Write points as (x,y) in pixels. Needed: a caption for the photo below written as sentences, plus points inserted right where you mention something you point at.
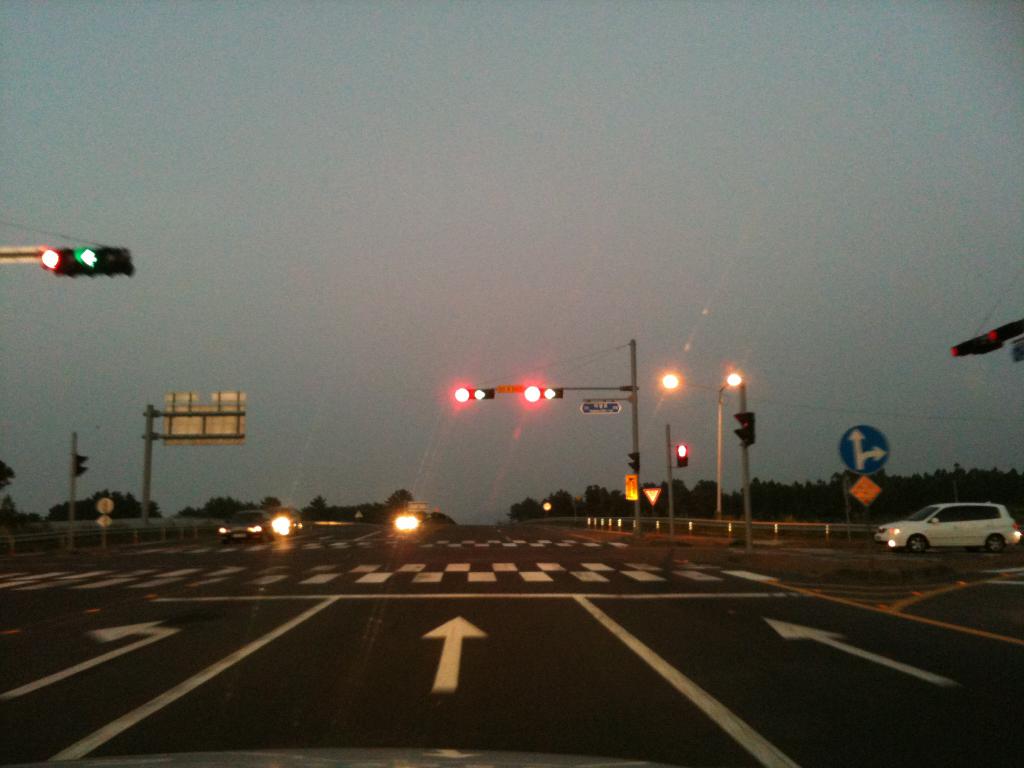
In this image there is a road (351,729) at the bottom (428,735). There are metal fencing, traffic signals (83,468), in the left (72,485) and right corner. There are vehicles (251,530), traffic signals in the foreground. And there is sky (603,31) at the top (218,237).
